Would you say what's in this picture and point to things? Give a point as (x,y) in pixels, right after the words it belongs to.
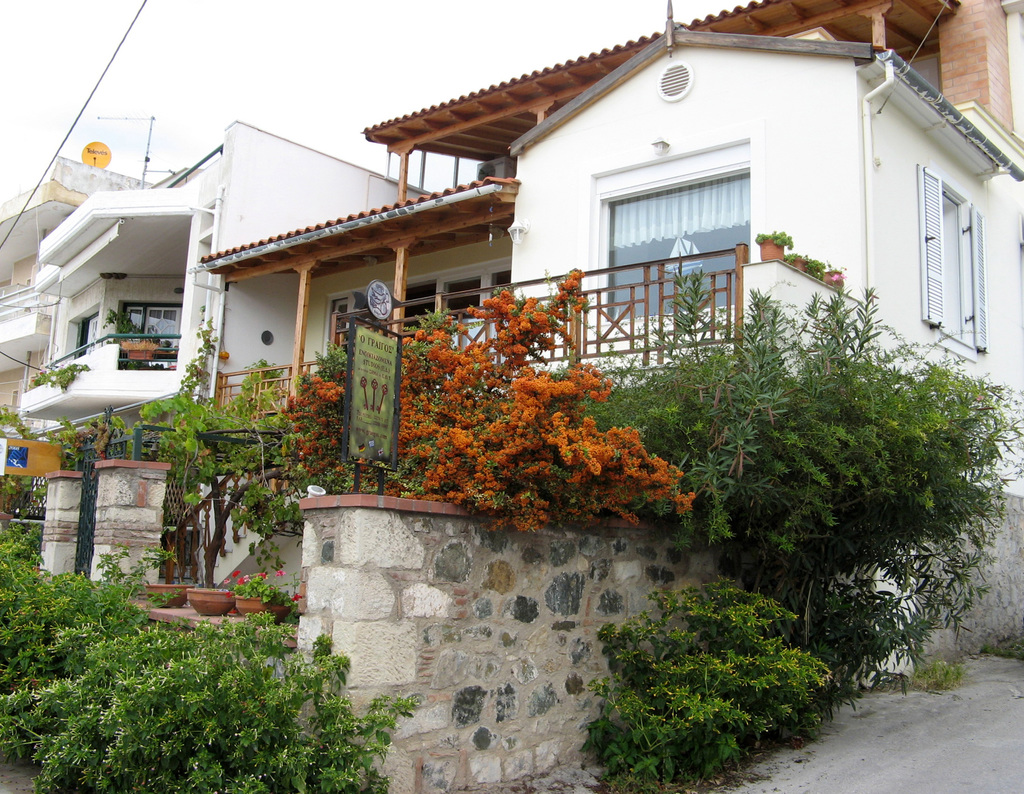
In this image in the front (198,671) there are plants (211,661). there is a board (386,394) with some text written on it. In the background (350,294) there are houses (257,260) and the sky (161,54) is cloudy.
